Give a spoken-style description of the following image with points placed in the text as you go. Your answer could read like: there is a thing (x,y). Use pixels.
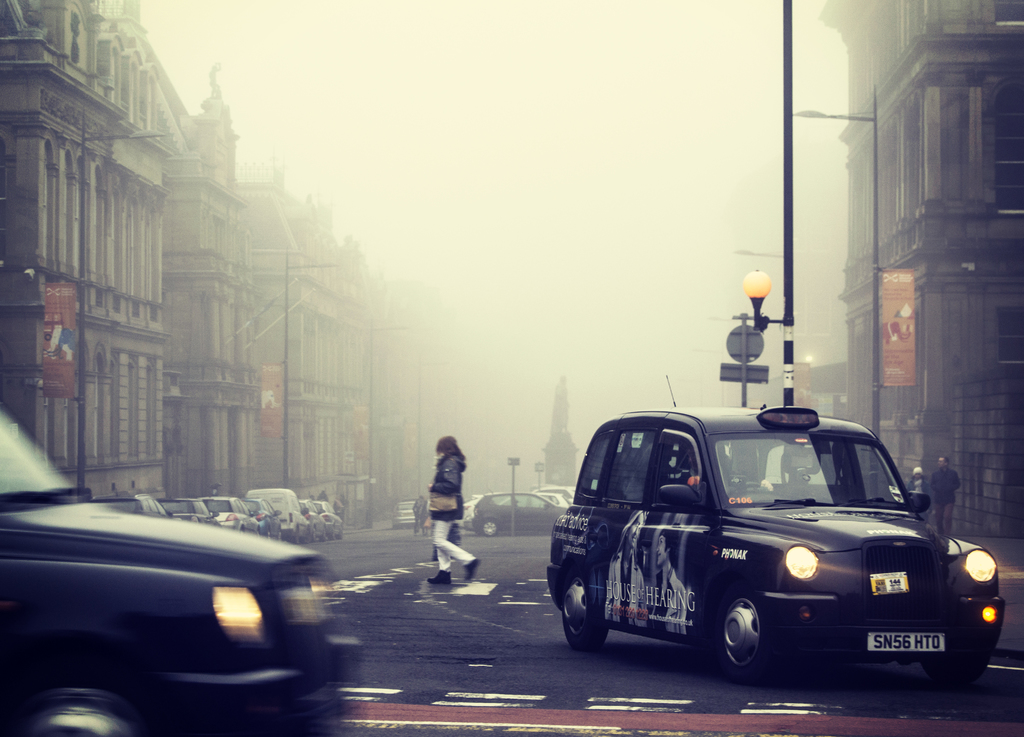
In this image there are so many cars (671,534) on the roads (453,665) where we can see people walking also there are buildings (921,102) beside the road (364,614).
